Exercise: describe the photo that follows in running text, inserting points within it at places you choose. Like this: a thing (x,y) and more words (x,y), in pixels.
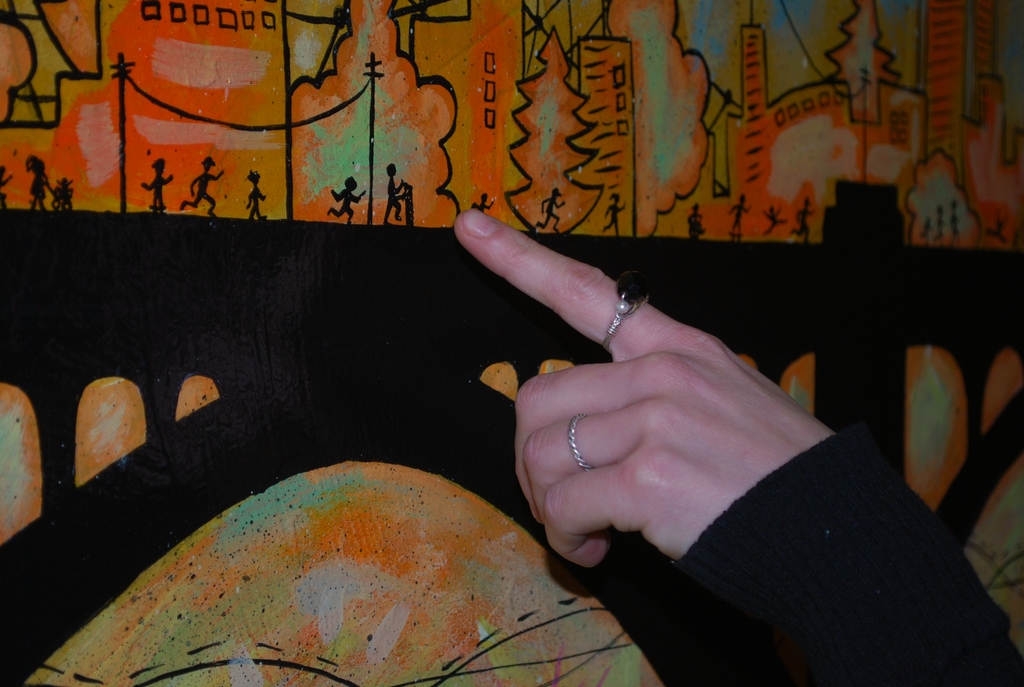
In this image we can see a person's hand (605,505). In the background (510,419) there is a wall (349,495).
